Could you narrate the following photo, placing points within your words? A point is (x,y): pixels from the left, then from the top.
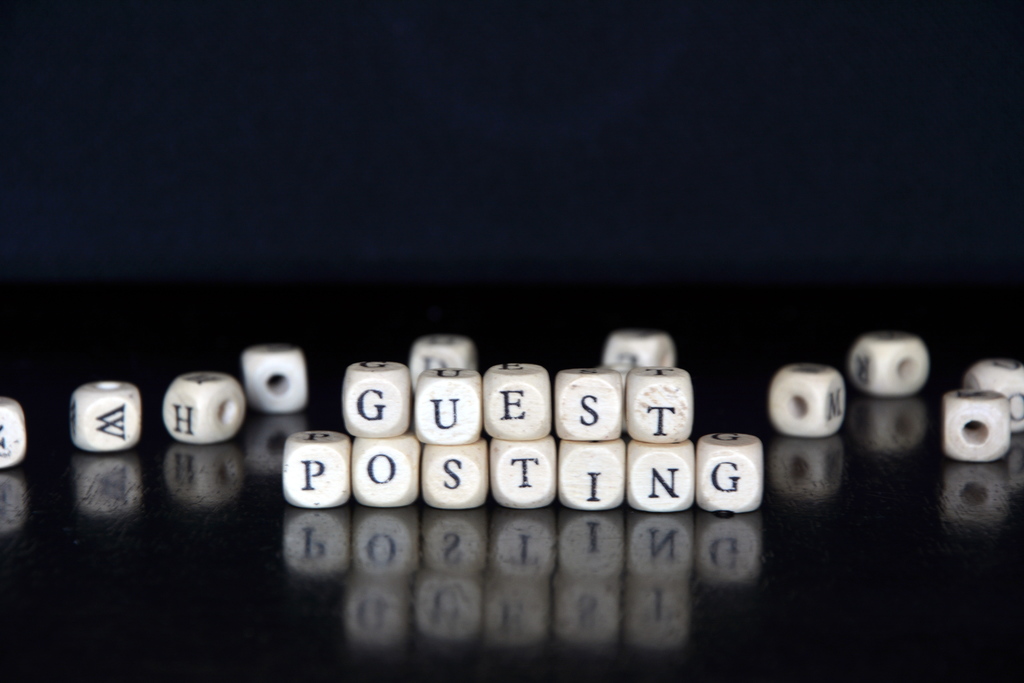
In the center of the image (345,420) we can see beads (411,450) placed on the table (434,525).
